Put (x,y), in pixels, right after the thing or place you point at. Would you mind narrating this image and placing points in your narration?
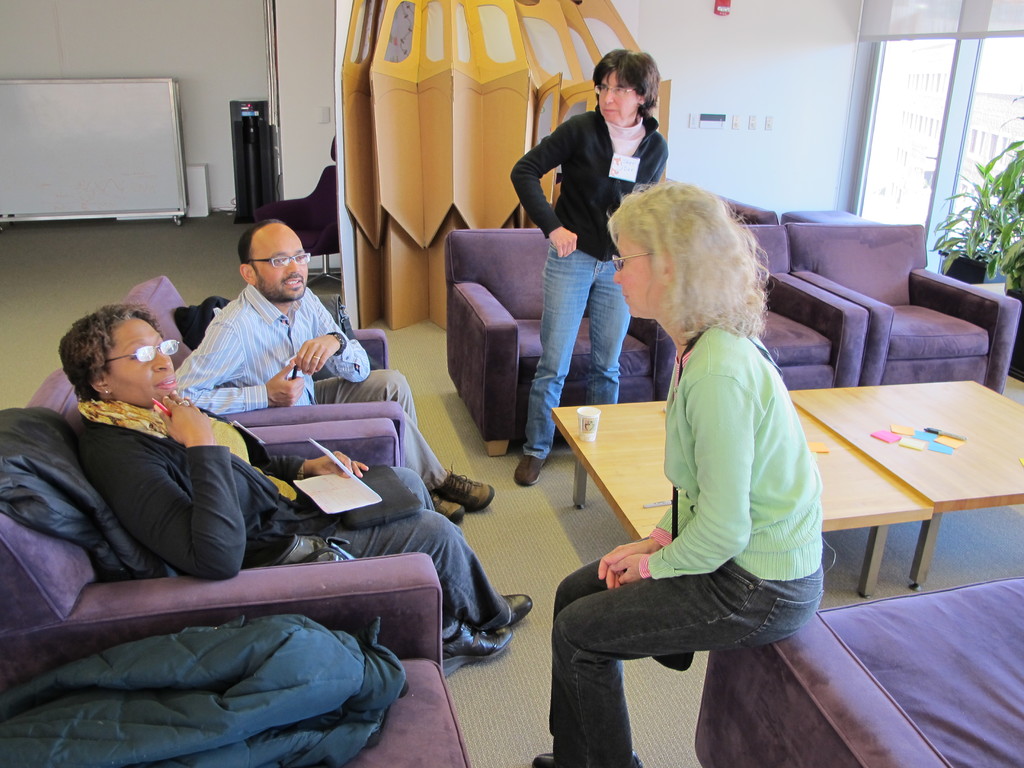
This picture describes about group of people (527,485) few are seated on the chair (778,654) and one person (607,250) is standing in front of them we can find a cup (584,427) and papers (907,434) on the table (871,431), in the background (83,195) we can see a notice board (118,148), walls (327,75) and a plant (1009,195), and also we can find couple of buildings (938,136).
